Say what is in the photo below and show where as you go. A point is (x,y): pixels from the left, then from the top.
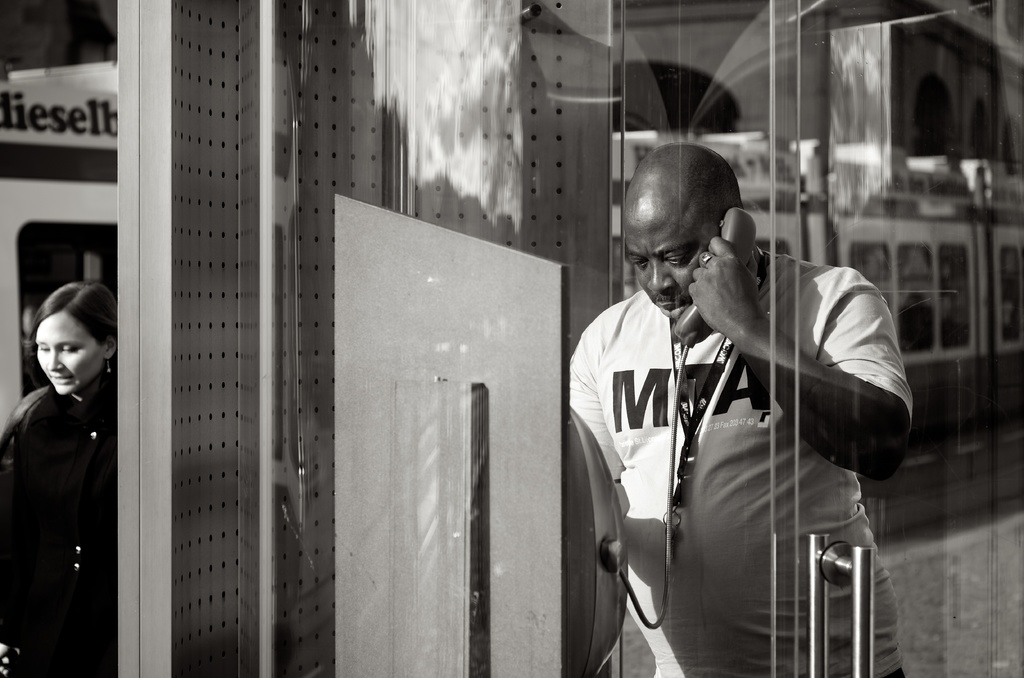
In this image, on the right side (785,465), we can see a man (723,405) standing and holding a telephone (731,239). On the left side (50,489), we can see a woman (22,483) standing. In the background (0,284), we can see a train (42,221).
